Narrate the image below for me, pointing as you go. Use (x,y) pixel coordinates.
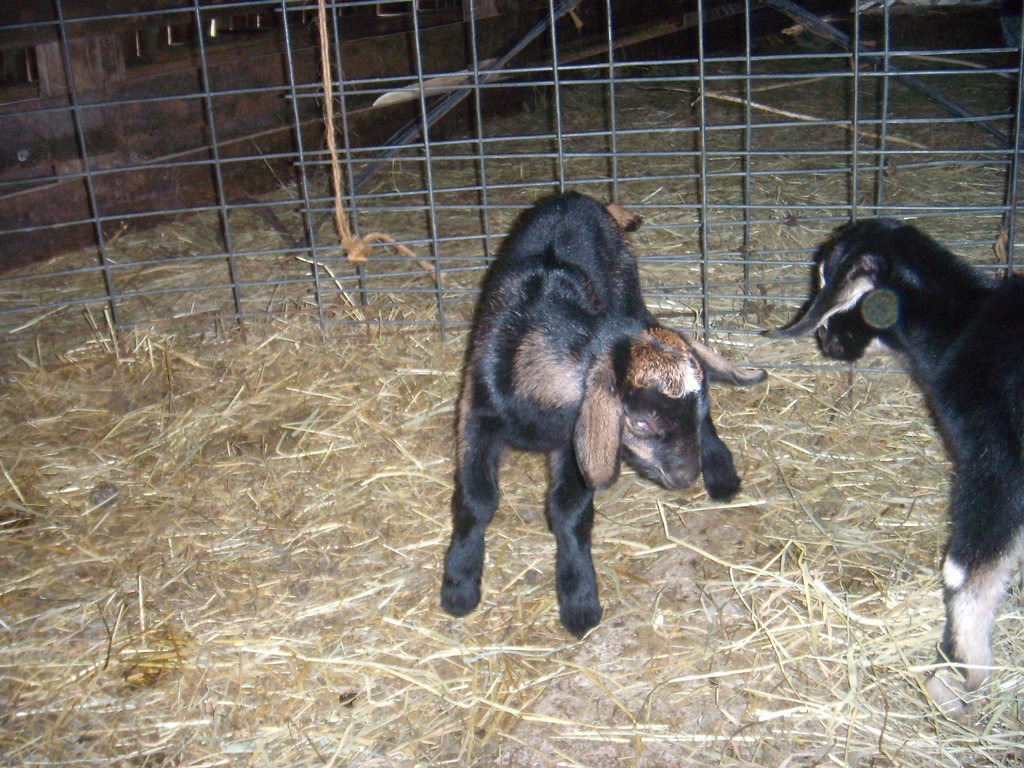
In this picture we can see goat (545,377) standing on a grass (404,447), in background (565,46) we can see fence (856,125) with steel rods (291,48) and a wall (152,127).
